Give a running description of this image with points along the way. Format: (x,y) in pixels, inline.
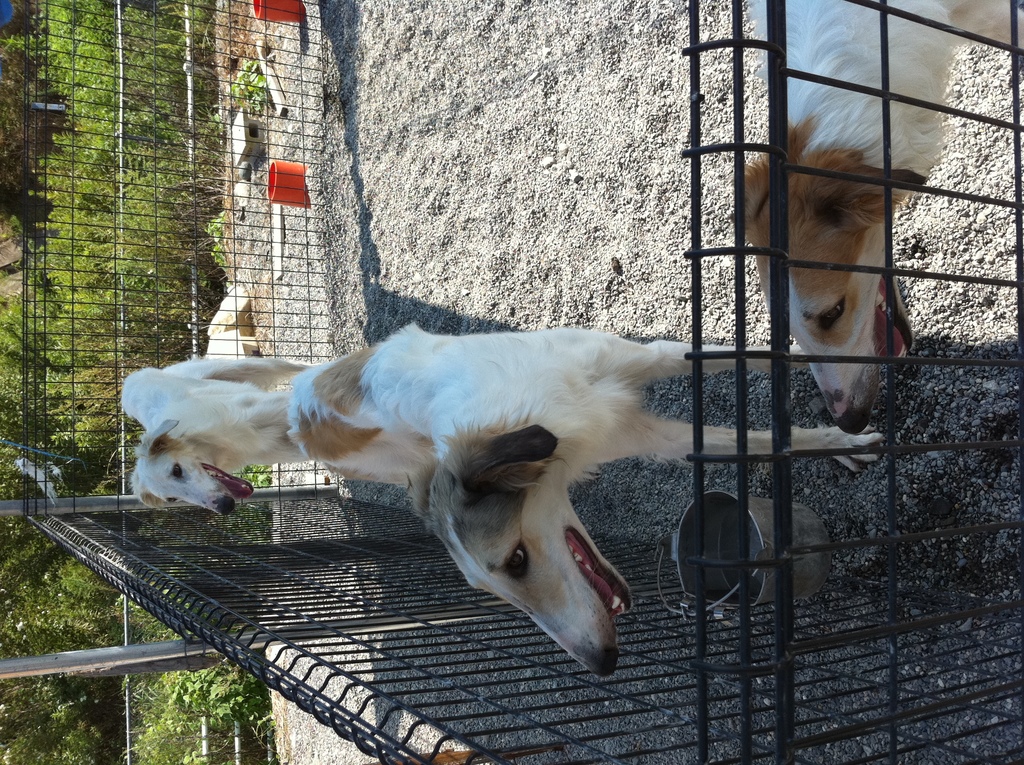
In the given image, We can see a small bucket (716,544) inside the cage (962,199), We can see three dogs (830,331) and i can see object (701,542) inside the cage (701,542) and outside the fencing (125,354) which is build for dogs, I can see two object (291,191) which is in red color, a couple of trees (77,190).
